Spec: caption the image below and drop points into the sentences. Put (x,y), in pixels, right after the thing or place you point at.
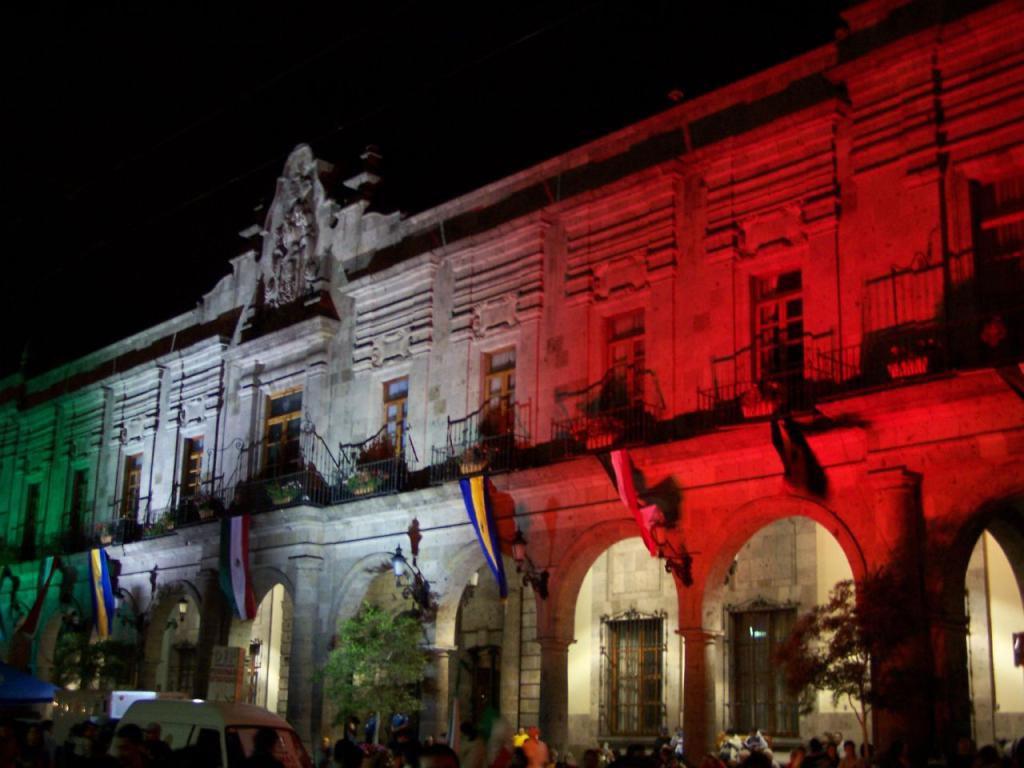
This picture shows a building (297,505) and we see few people (481,752) standing and a car (196,718) and we see trees (64,680) and few flags (233,541) hanging to the building (443,539) and we see color lighting (40,432) to the building (751,448).
